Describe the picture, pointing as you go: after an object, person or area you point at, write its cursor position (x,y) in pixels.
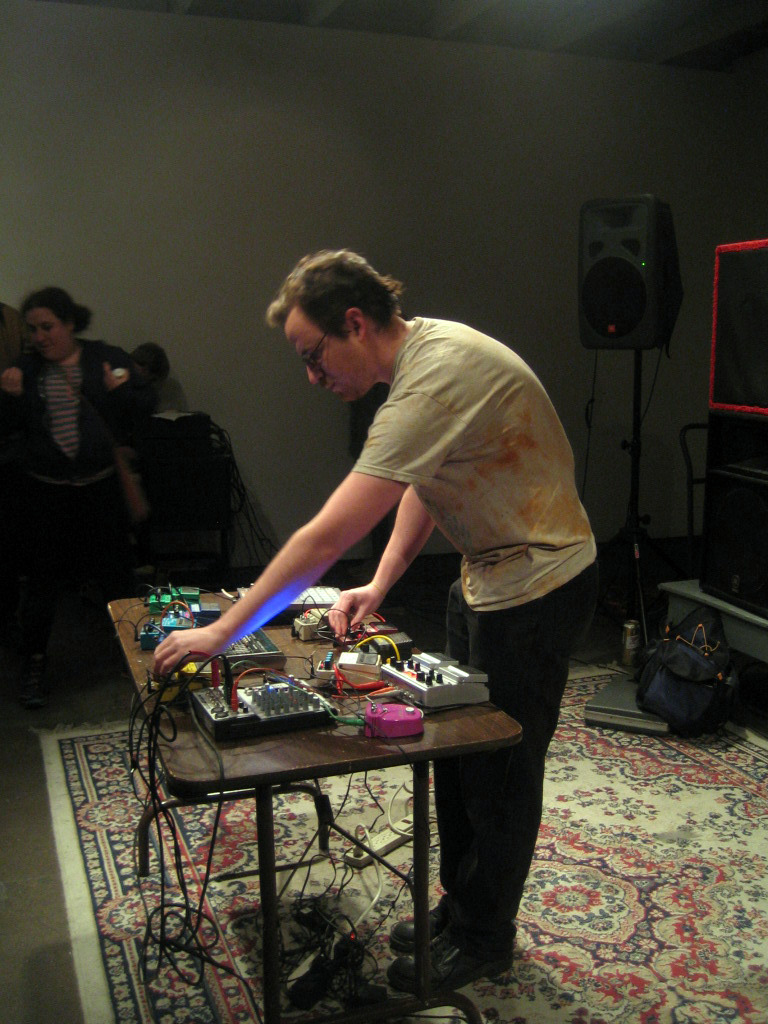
This is the picture of a person (449,633) who is standing in front of the table (328,735) on which there are some things (360,722) and to the side there is a lady (80,529) and behind there are some speakers (738,441) and some other things (678,685).
